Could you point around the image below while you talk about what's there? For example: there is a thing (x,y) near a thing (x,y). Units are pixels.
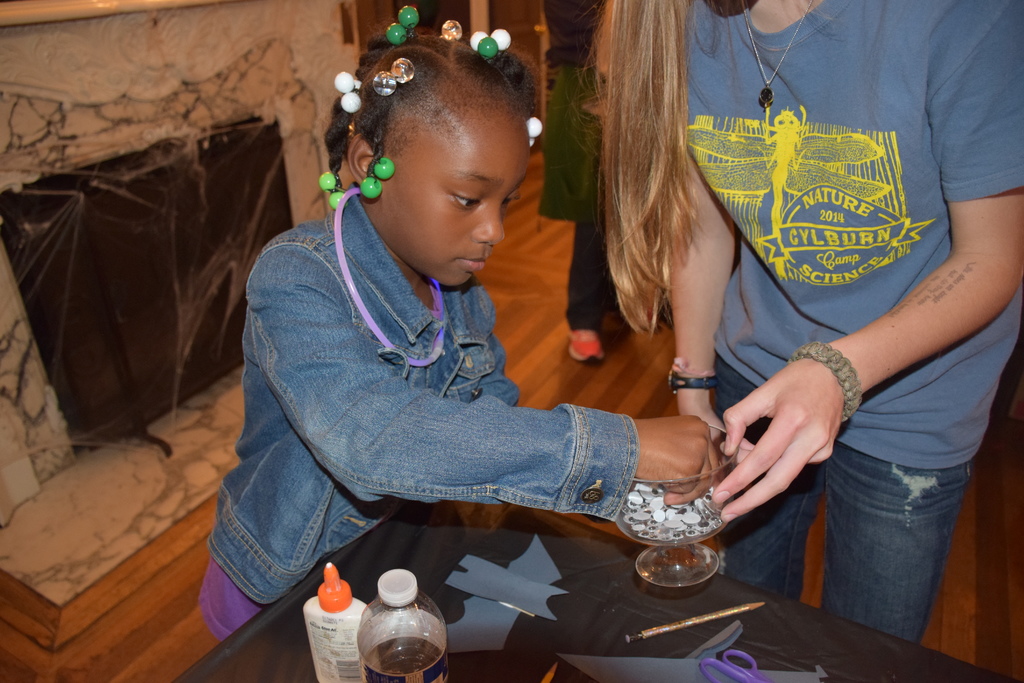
In this image I can see a girl (481,38) and a woman (992,146). On this table (389,540) I can see a glass (699,492) and few bottles (325,631).
